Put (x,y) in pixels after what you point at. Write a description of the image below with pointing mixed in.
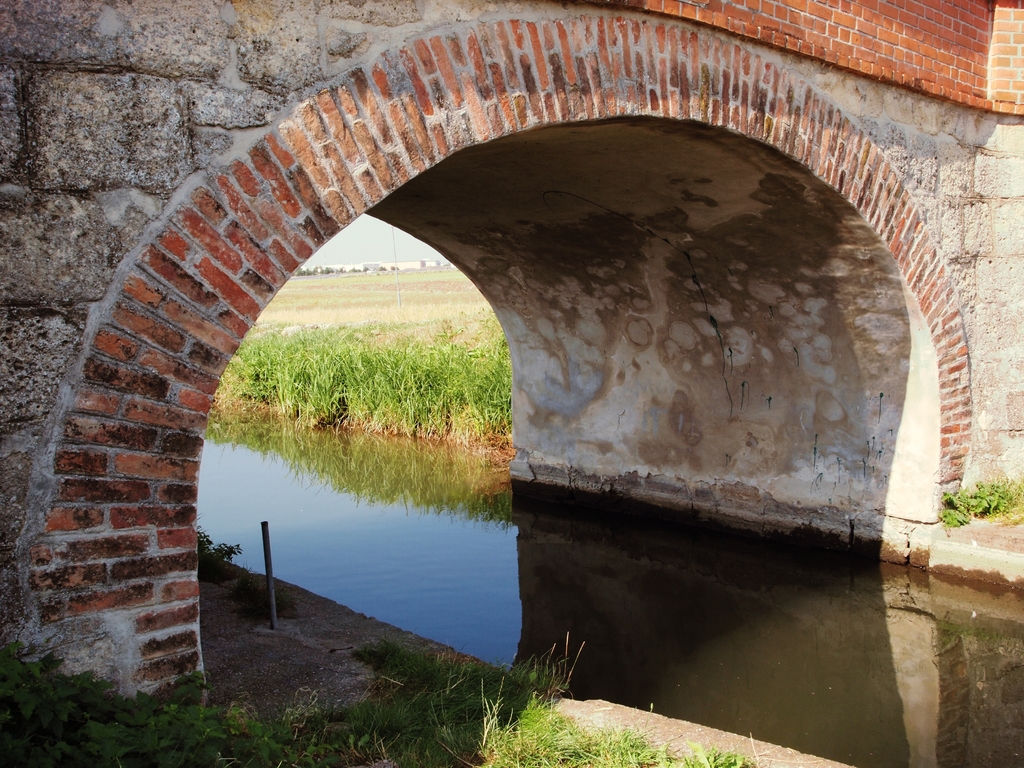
In this image we can see the bridge (713,184), water (896,692), rod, grass (281,614) and also the buildings (380,264) in the background (387,265). We can also see the sky (363,235).
